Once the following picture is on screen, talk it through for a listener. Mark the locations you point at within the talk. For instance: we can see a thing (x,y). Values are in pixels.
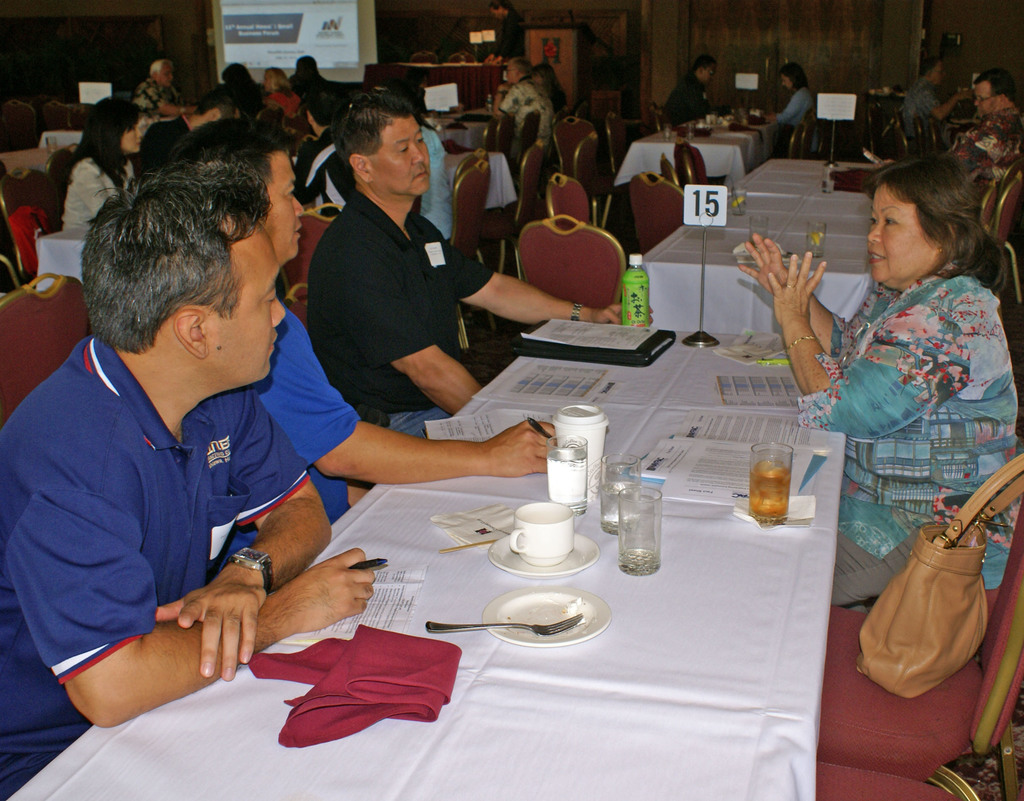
This picture describes about group of people (346,450) few are seated on the chair (850,642) and few are standing, in front of them we can find papers (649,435), glasses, cups (541,508), napkins (482,539) and a fork (578,626) on the table (545,663), in the right side of the given image we can find a bag (971,616) besides to a woman (958,387) and also we can find a projector screen (256,31) in the background (282,33).
